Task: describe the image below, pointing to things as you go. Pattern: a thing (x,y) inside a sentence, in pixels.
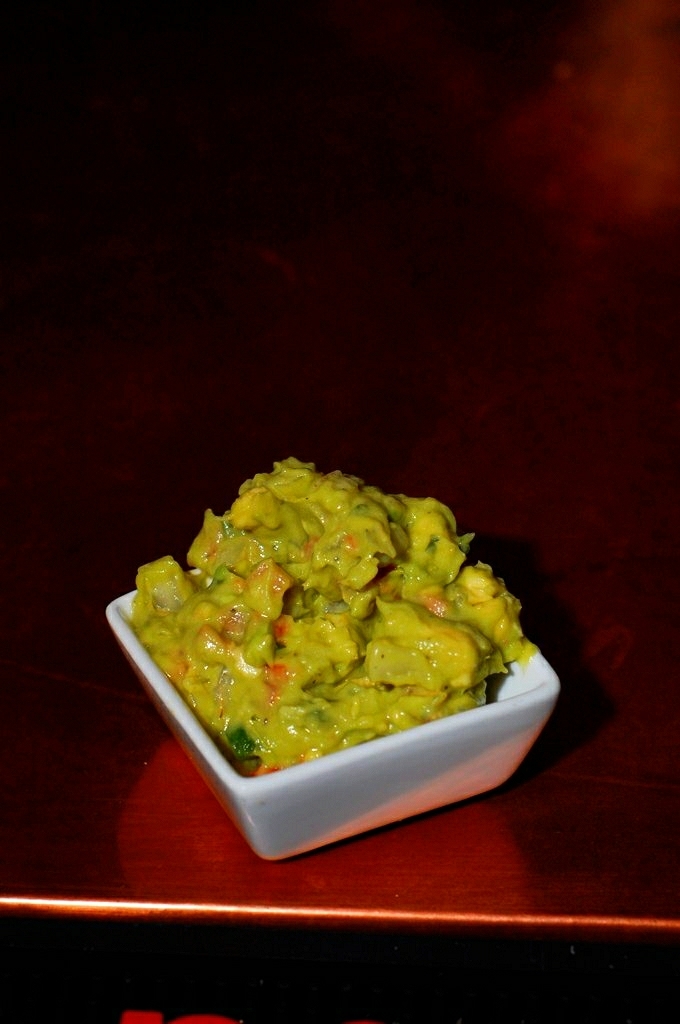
In the center of the image (310,596), we can see food (344,573) in a bowl (389,740) and at the bottom (455,850), there is table (551,594).
